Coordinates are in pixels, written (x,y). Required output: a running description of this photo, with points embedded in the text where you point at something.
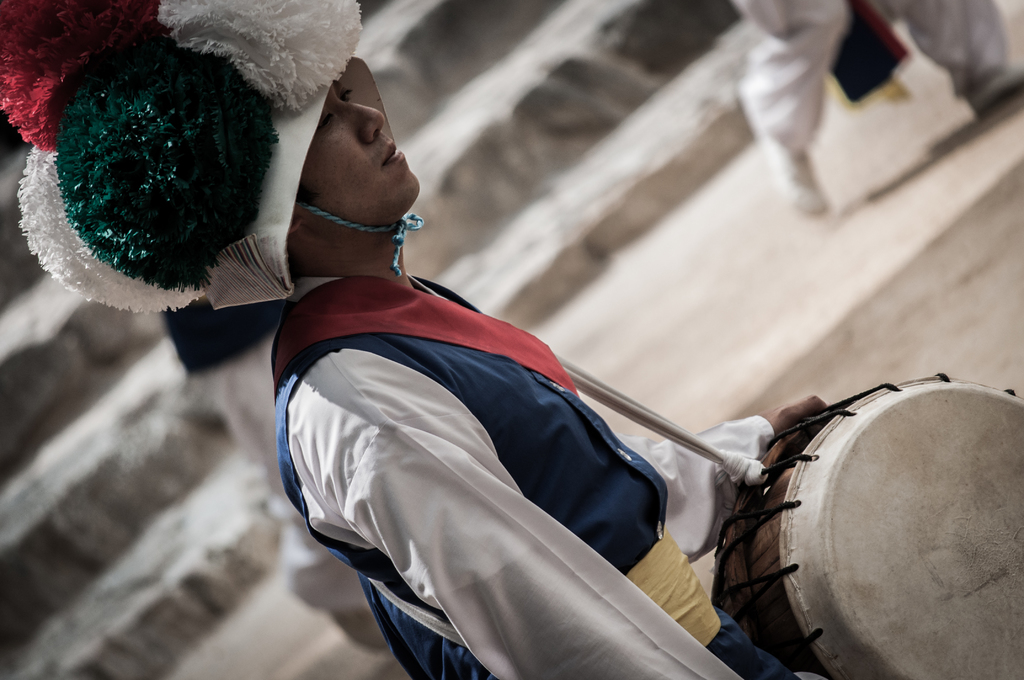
This picture describes about couple of people (355,208), in the middle of the given image a man (558,540) is playing drum (818,572), and we can find some steps (516,161) in the background (494,168).
